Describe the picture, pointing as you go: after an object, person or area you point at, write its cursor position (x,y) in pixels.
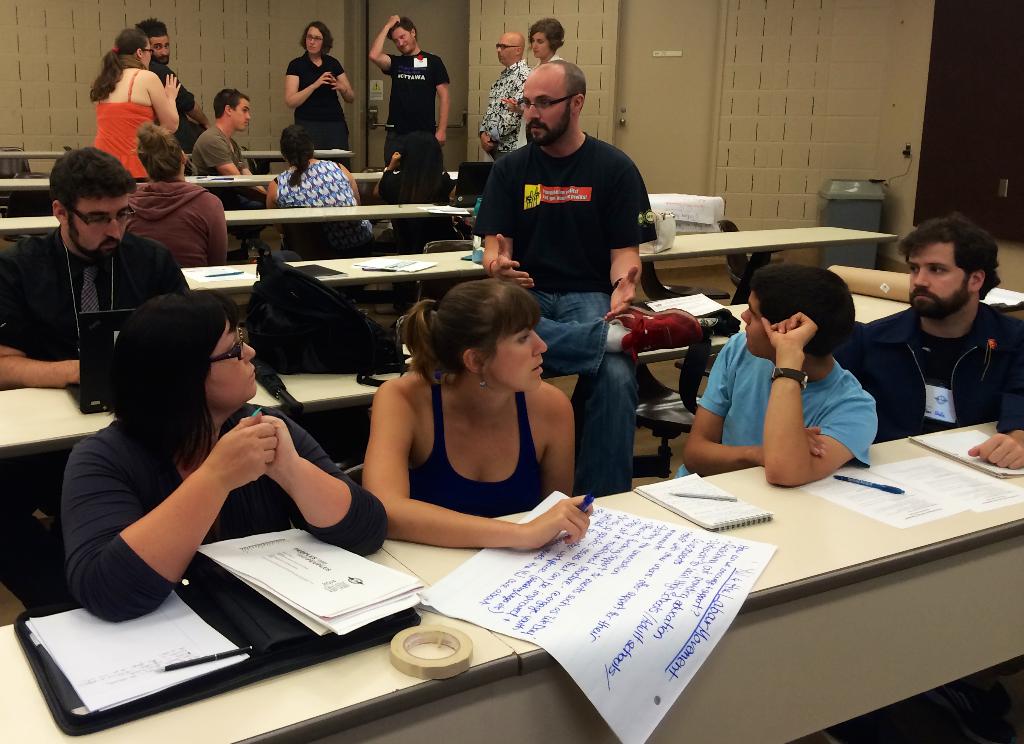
In this image I can see people (494,231) among them some are standing and some are sitting. On the tables (894,530) I can see papers (355,623), pens (249,653) and some other objects (705,329). In the background (713,175) I can see a door (703,161) and wall (789,113). Here I can see some object (850,214) on the floor (879,255).
